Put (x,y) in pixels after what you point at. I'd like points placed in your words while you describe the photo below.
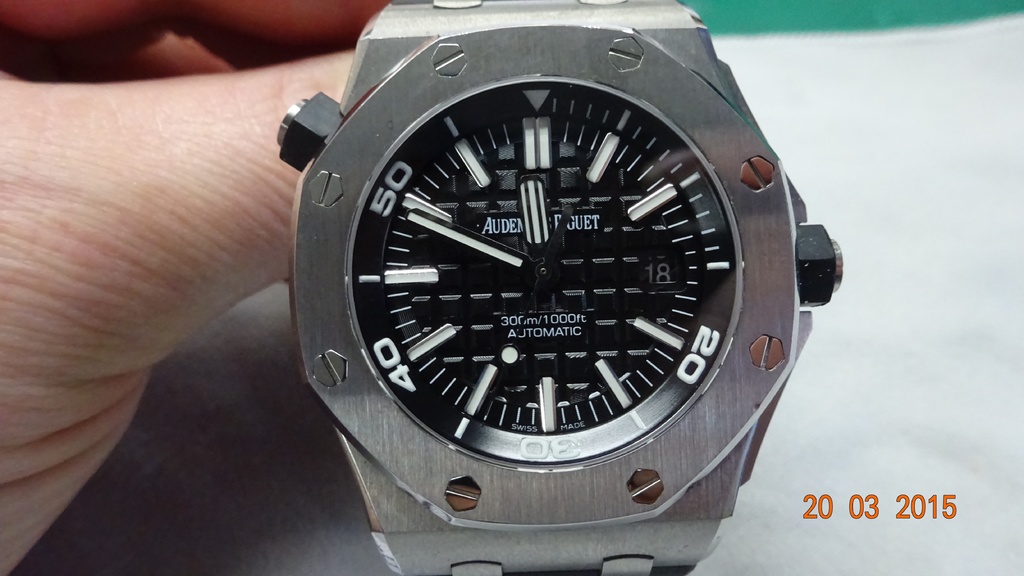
In this image I can see dial (444,287) of a wristwatch (518,198) in the center of the image (567,321). I can see a person's hand (63,69) on the left hand side of the image (1,521). In the right bottom corner (958,497) I can see the date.
